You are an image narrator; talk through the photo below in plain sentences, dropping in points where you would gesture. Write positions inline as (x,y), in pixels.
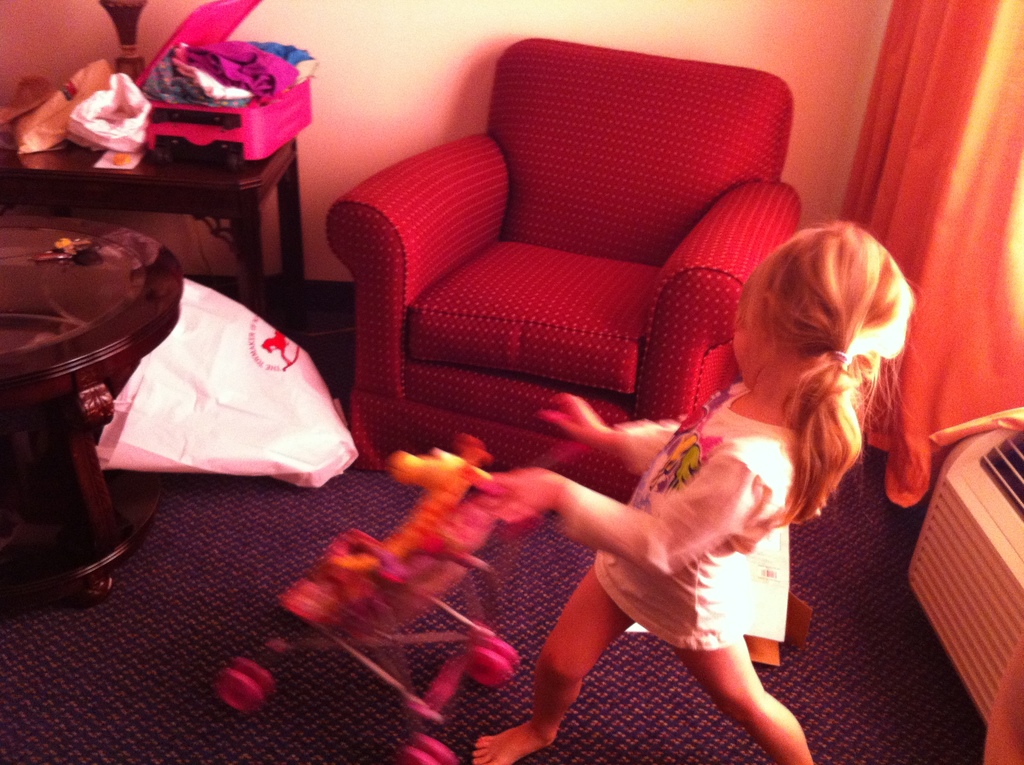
In this picture there is a small girl (829,272) playing with toy (458,495) and there is a sofa (547,209) behind it there is a curtain (923,83).
